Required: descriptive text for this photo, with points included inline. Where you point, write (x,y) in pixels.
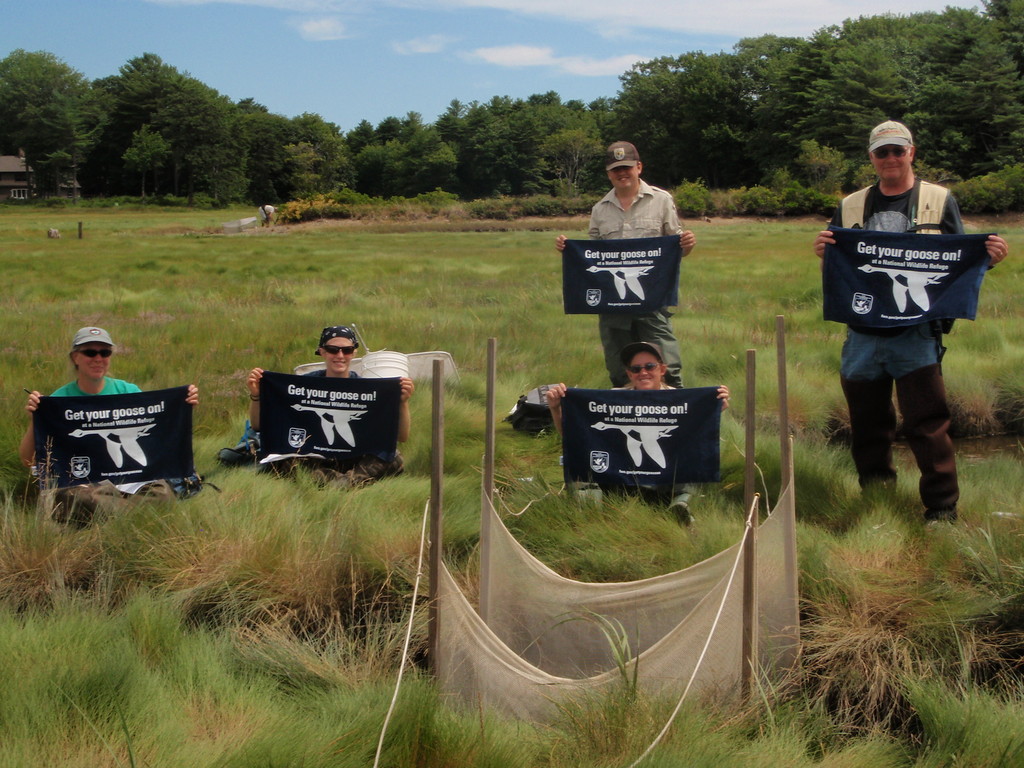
In this image we can see a group of people (645,388) holding banners (262,408) with some text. Two men (689,249) are standing and some people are sitting on the ground (293,480). In the foreground of the image (693,644) we can see a cloth (713,664) on poles (745,617) and some ropes (421,555). In the center of the image (535,413) we can see some objects (547,405) placed on the ground (335,314). In the background (335,314), we can see a building (16,188), grass (302,306) and some trees (281,156). At the top of the image (257,70) we can see the sky (466,6).
